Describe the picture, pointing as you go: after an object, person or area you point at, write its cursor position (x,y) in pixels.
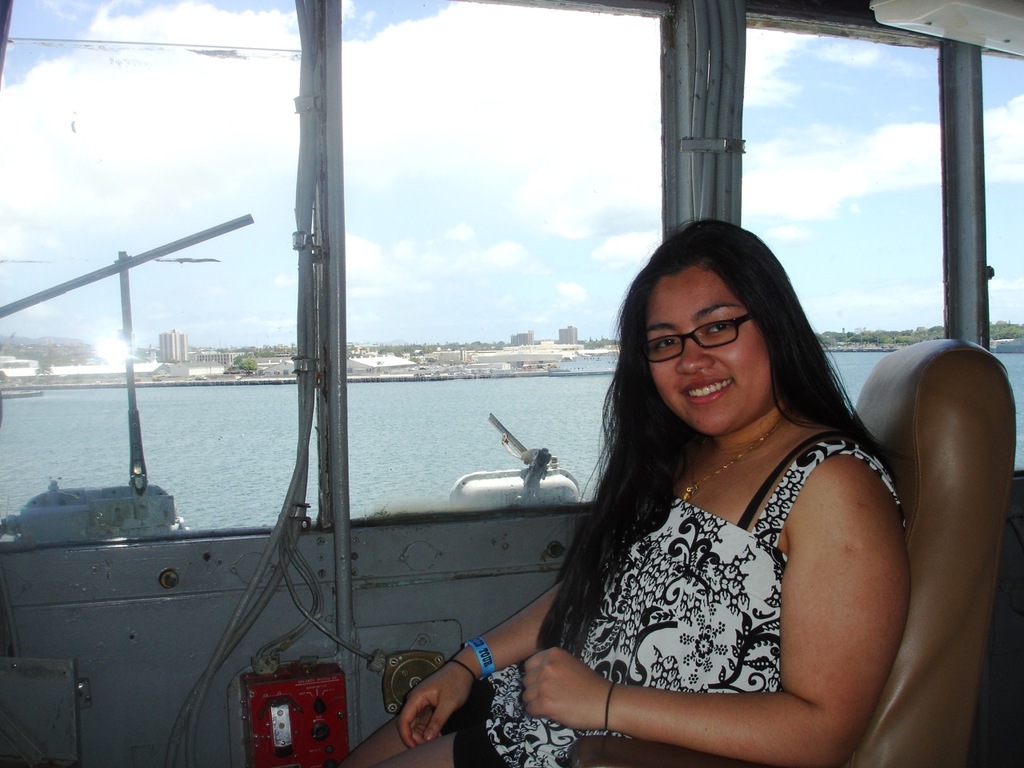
The woman (666,516) in the white dress (678,541) who is wearing the spectacles (729,325) is sitting on the seat (979,653). She might be sitting in the boat (525,486). Beside her, we see windows (401,433) from which we can see water (368,407), buildings (365,375) and trees (501,343). At the top of the picture (479,44), we see the sky (546,226) and the clouds (201,111).
